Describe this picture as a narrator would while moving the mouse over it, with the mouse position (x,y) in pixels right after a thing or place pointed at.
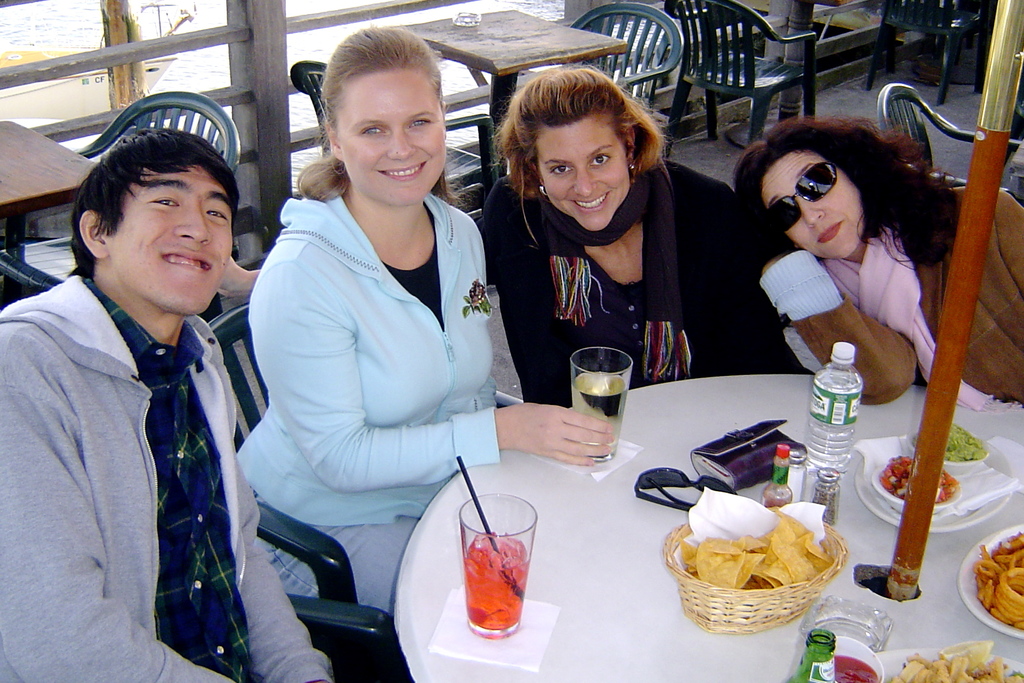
In this image there is a table (49,176), chair (235,122), boat (76,103) on the left corner (19,62). There are chairs (394,670), people (804,367), table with bottles (820,682), glasses (477,607) and objects (527,623) on it in the foreground (650,540). There are tables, chairs (653,21) and wooden railing (283,53) and water (616,75) in the background (822,75). And there is floor (906,63) at the top (962,73).
